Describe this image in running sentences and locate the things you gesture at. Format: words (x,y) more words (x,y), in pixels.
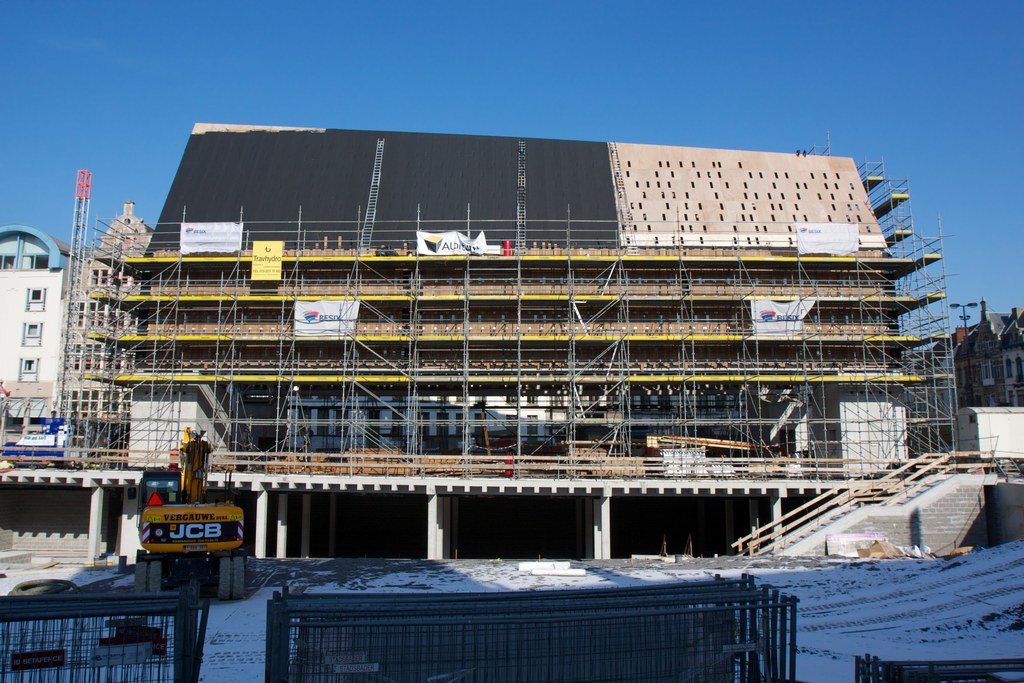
In this picture we can see constructing building (176,350), side we can see building (140,246) and vehicle (181,512).
